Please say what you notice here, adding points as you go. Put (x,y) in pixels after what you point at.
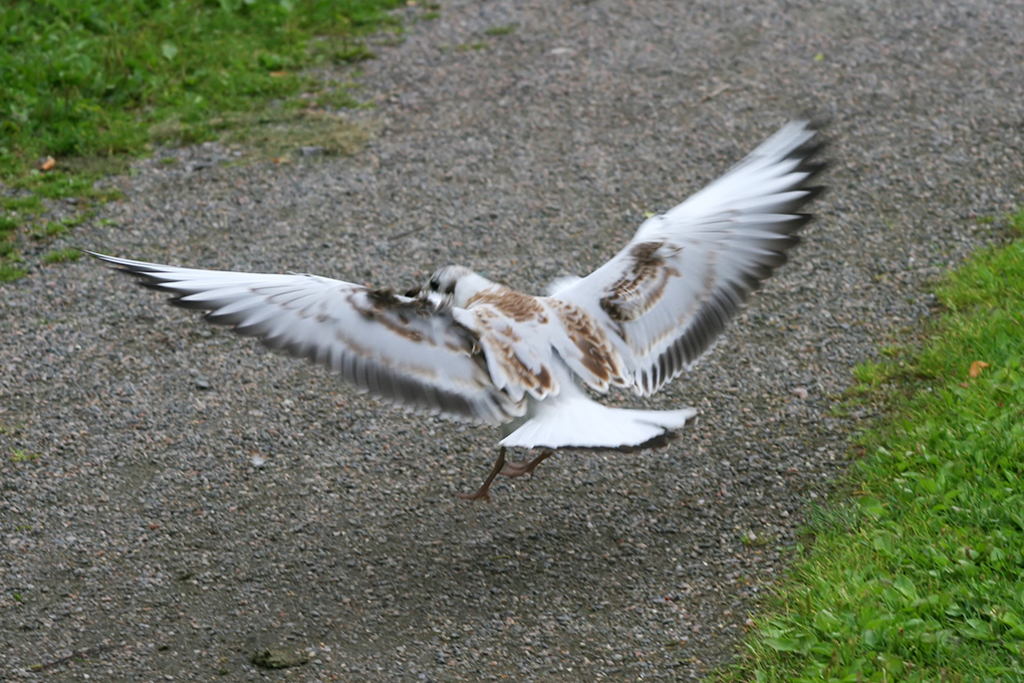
In the picture we can see a path (381,459) on it, we can see a bird (660,359) flying and trying to sit on it and the bird (590,336) is white in color and on the either sides of the path (383,208) we can see grass surface (967,483).
